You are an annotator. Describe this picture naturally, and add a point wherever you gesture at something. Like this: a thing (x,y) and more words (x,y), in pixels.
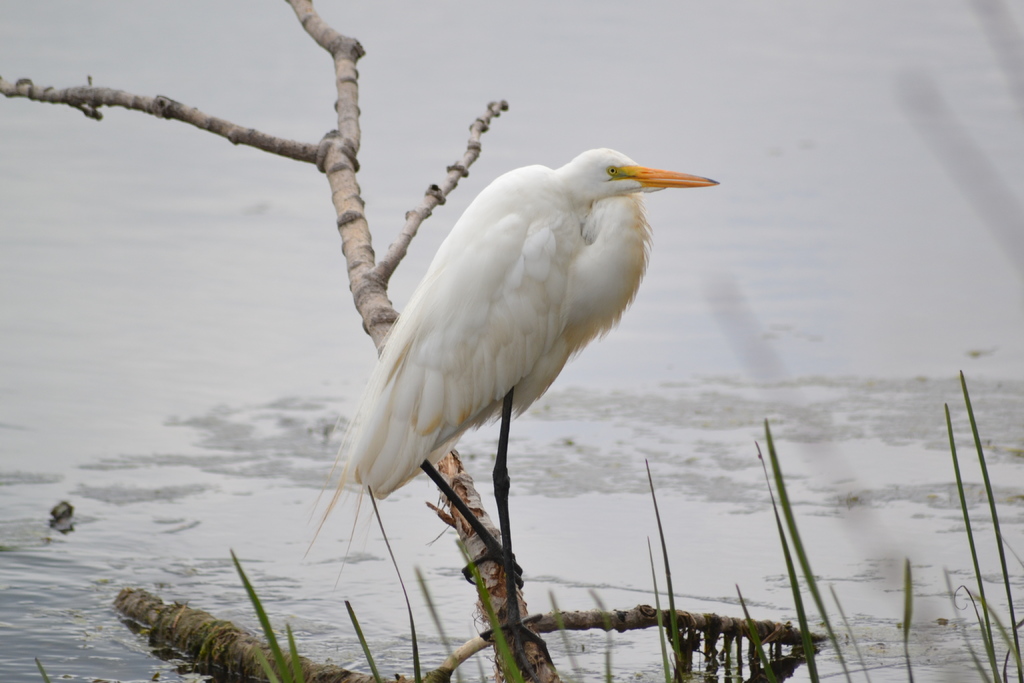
It is an egret (426,442) sitting on the branch (464,540) of a dry tree (464,650) and there is water (396,583) around the tree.
